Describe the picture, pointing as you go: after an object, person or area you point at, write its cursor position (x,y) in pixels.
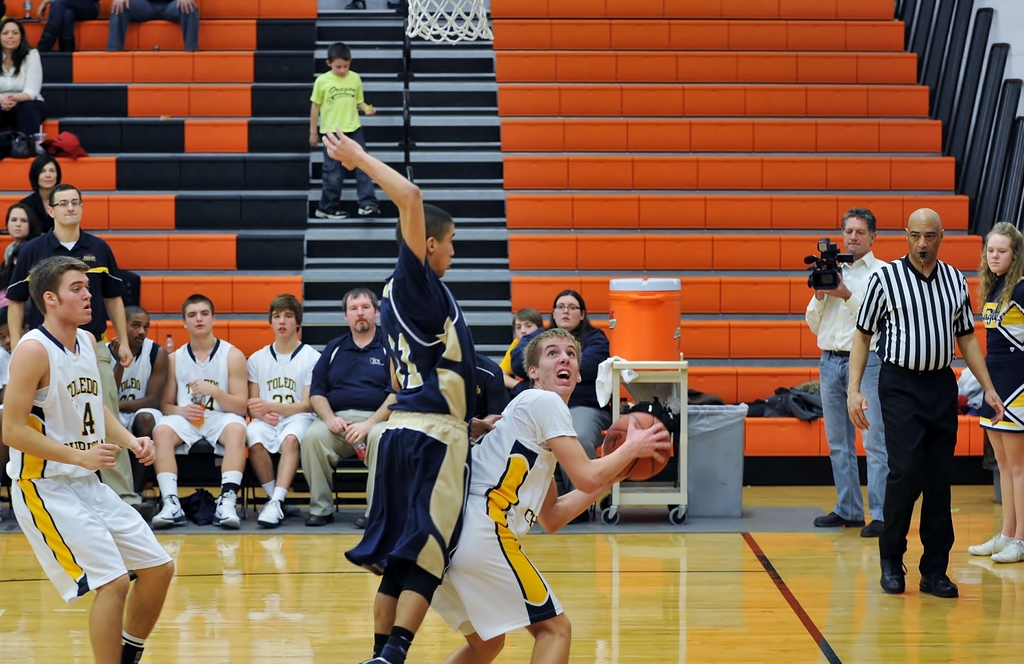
In the center of the image (561,424) we can see a few people (1013,389) are standing and they are in different costumes (908,431). Among them, we can see a few people (547,469) are holding some objects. In the background (448,283) there is a net (419,29), staircase (472,165), one water bottle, one orange color object (632,311), few people (361,323) are sitting and a few other objects (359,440).
